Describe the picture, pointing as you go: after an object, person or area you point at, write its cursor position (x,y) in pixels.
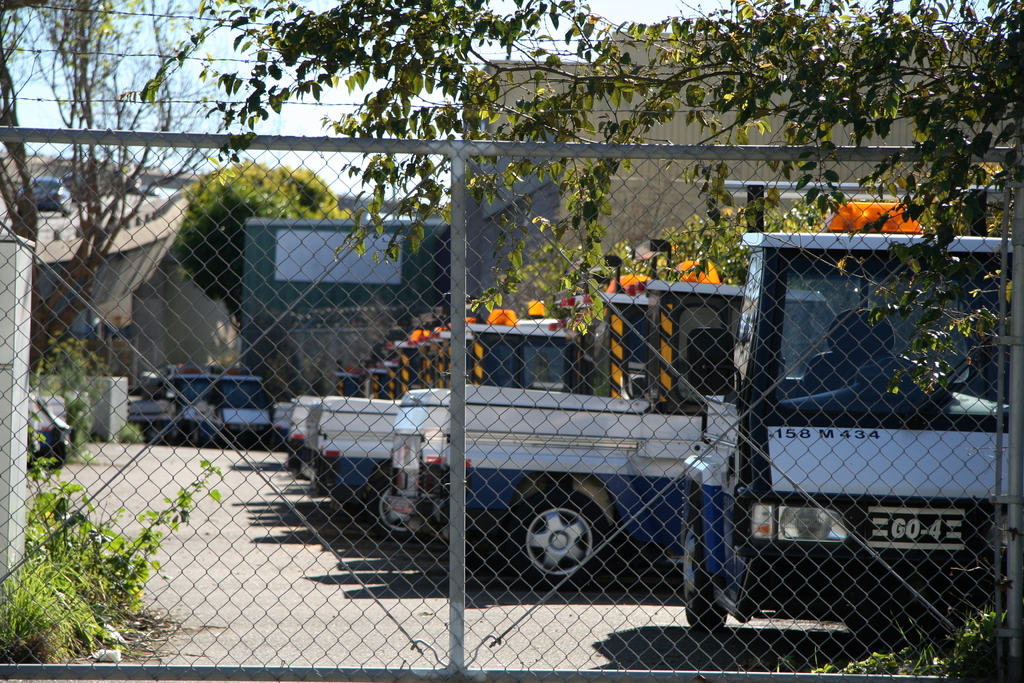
In this image I can see some vehicles (614,392) parked through metal grill (190,402). I can see trees (605,71), and some buildings (185,284).
